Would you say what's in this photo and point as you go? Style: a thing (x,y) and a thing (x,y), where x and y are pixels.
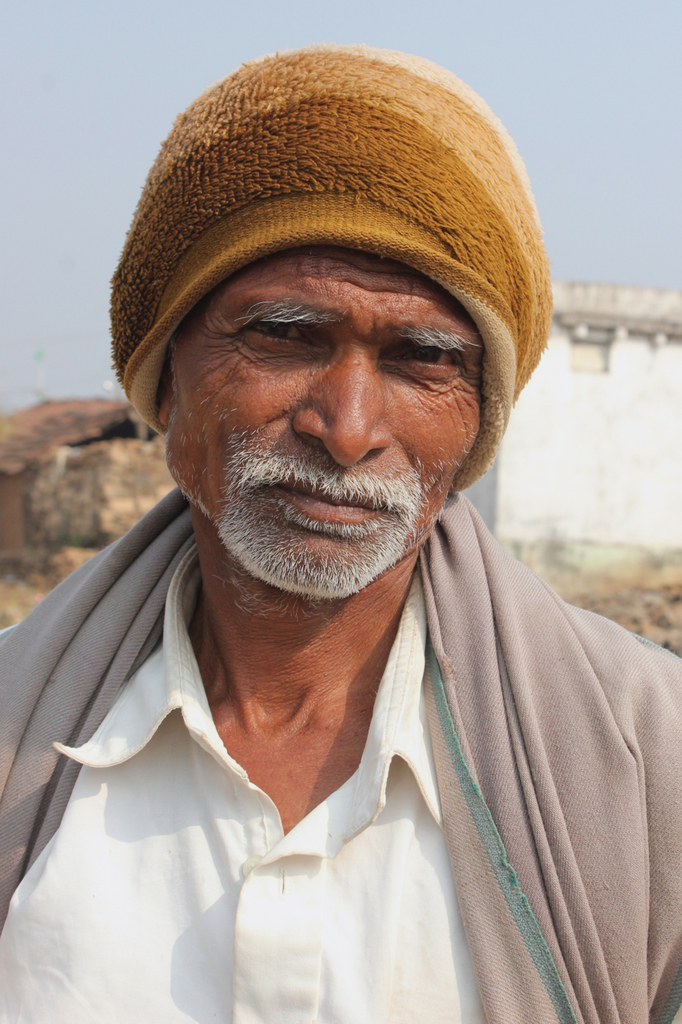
In this image there is a person (337,549), wearing a woolen cap (477,151), behind him maybe there is a house (637,369), sky (499,9) visible.
